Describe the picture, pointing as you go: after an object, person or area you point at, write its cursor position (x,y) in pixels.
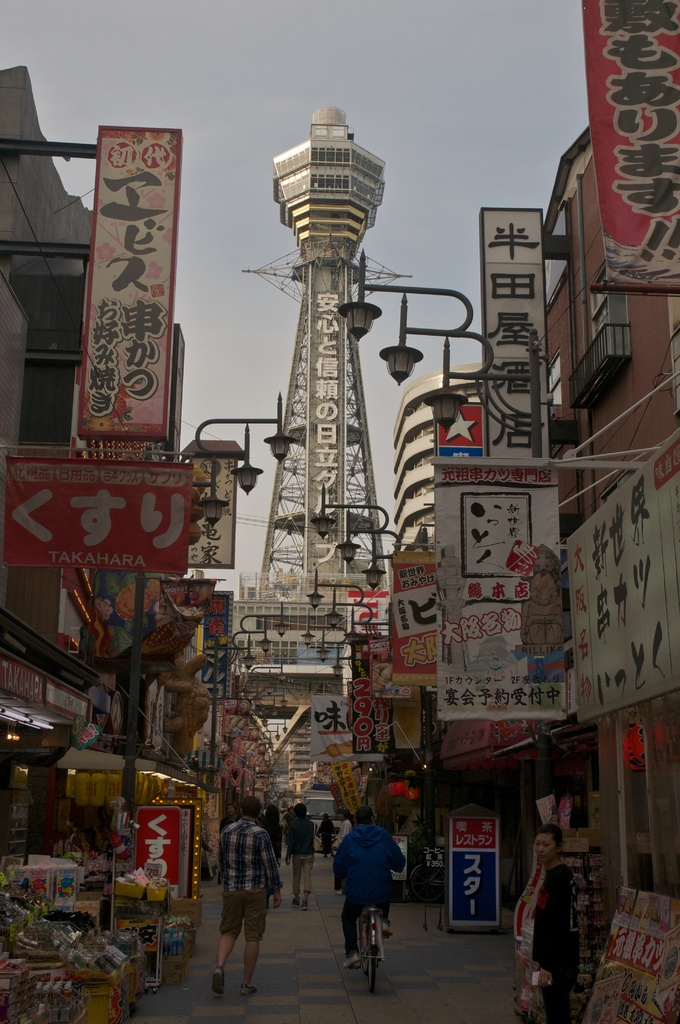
In this picture is a tower (338,317) and some buildings (437,728) and some people (255,864) are walking on the road (338,959).
